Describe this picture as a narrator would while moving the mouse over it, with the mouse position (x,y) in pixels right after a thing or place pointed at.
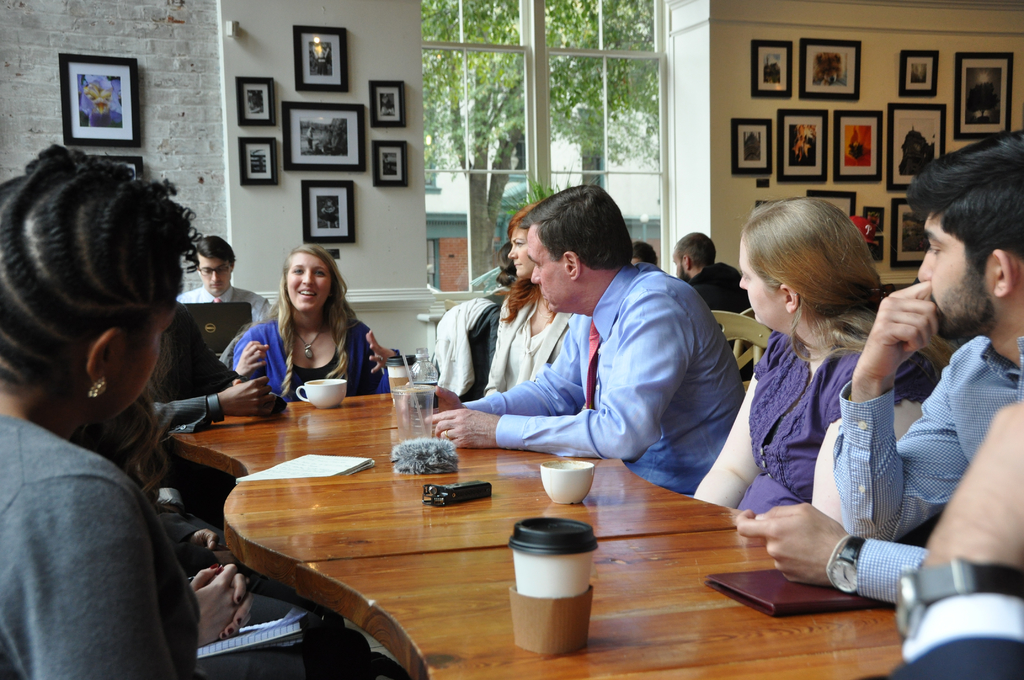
This is a picture where we have group of people (1018,278) sitting in the chair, another group of people (22,223) sitting in the chair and in the table (309,447) we have cup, glass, bottle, stapler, book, file (779,600) and in the back ground (265,204) we have frames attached to the wall (418,134), tree (633,38), window (601,22).
